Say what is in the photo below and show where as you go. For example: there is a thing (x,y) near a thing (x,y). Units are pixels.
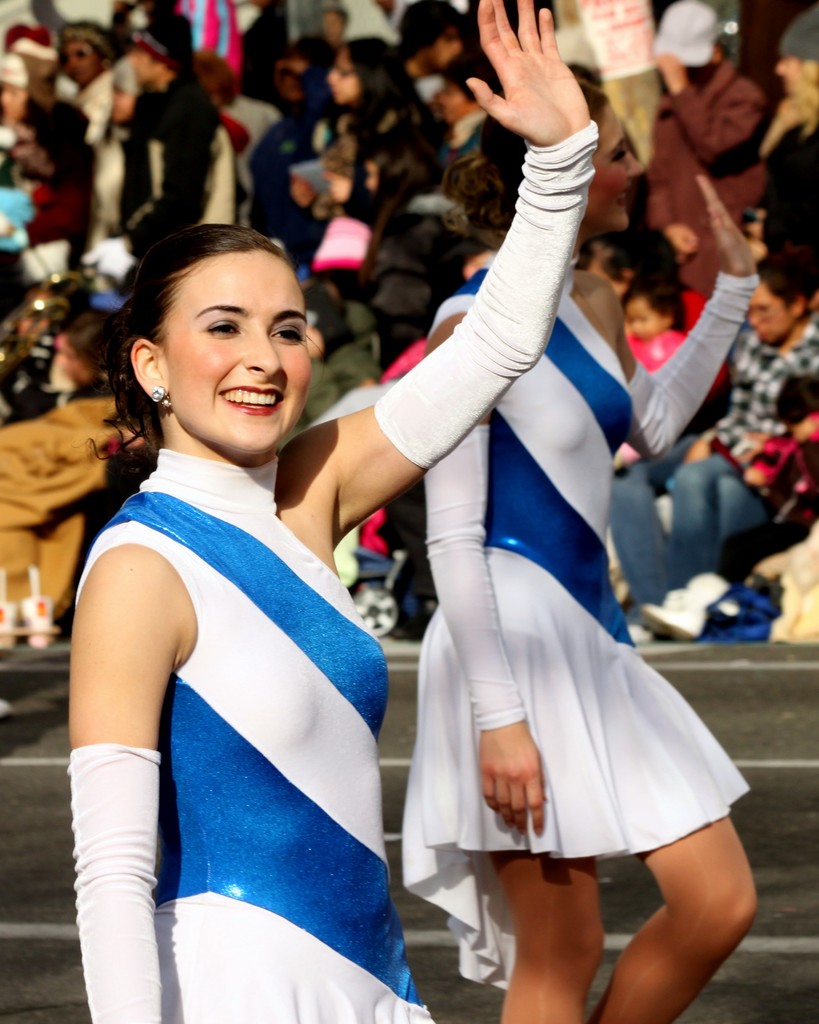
In this image in the foreground (251,911) there are two women (553,100) visible on road (51,843), in the background (771,169) there is crowd (155,231) visible.
